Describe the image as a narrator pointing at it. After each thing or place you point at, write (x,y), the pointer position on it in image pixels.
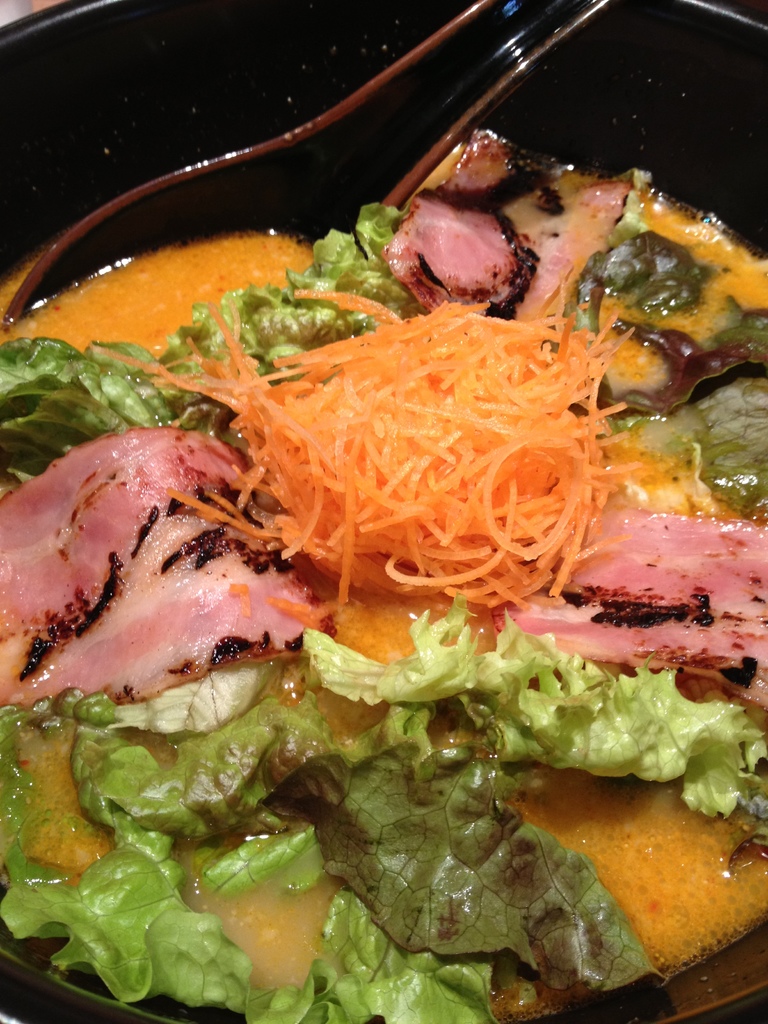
In this image I can see the bowl (222,69) with food (322,639). The food (328,612) is colorful and the bowl (221,87) is in black color. I can also see the spoon (435,41) in the bowl (613,86).
